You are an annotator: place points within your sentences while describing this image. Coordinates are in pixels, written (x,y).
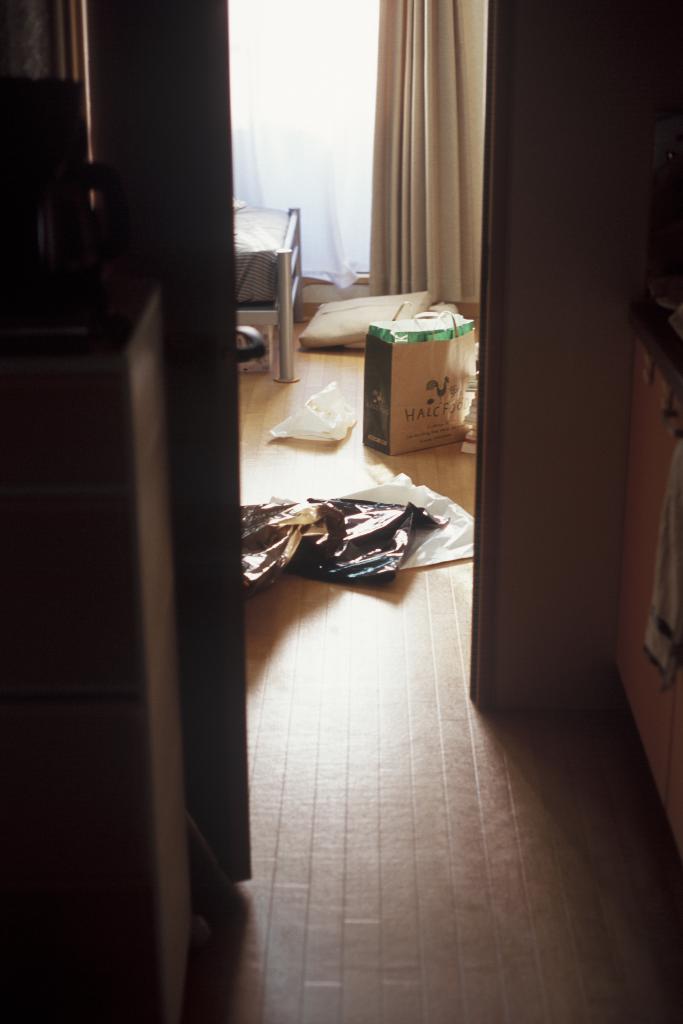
In the background (263,81) we can see curtains (278,84). In this picture we can see carry bag (462,374), covers (367,568) and objects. We can see the partial part of bed frame (287,277) and bed (275,218). At the bottom portion of the picture (413,688) we can see the floor (420,600). On the right side of the picture (661,729) looks like cupboard doors (659,729) and we can see a cloth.
